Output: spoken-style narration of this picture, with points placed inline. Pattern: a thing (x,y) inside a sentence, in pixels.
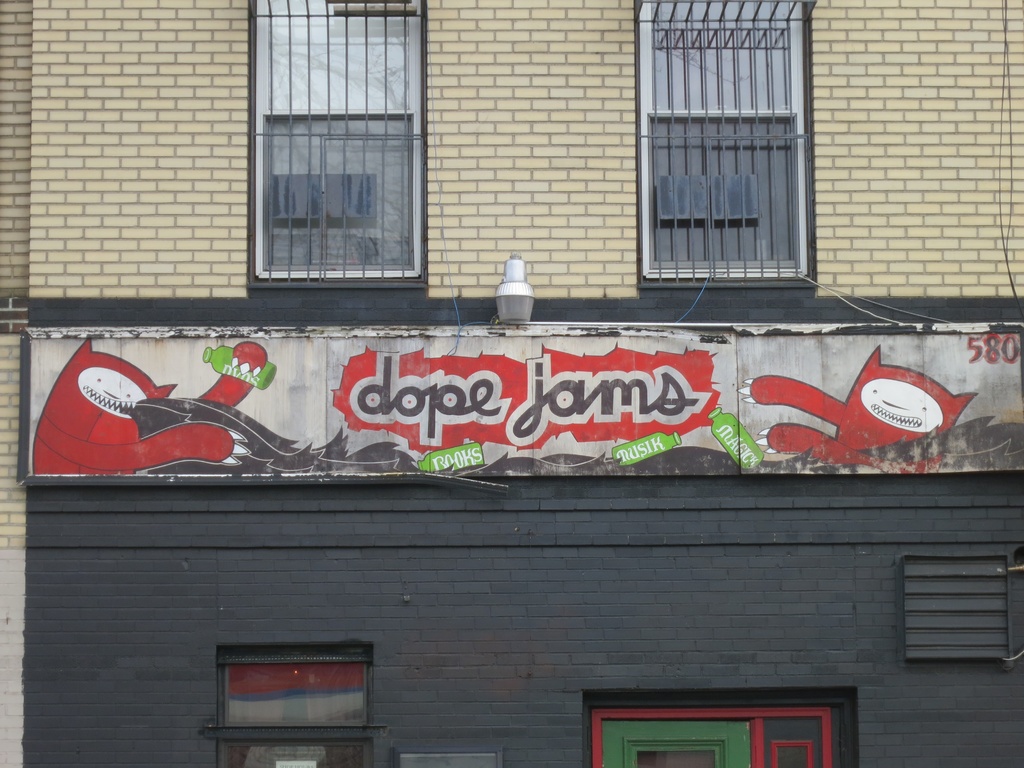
In this image, this looks like a building (557,182) with the windows (659,185). I can see the name board (389,449) and a lamp (514,264) attached to the wall (581,303). I think this looks like a door (746,748). This wall (421,695) is of brick texture (162,224).
